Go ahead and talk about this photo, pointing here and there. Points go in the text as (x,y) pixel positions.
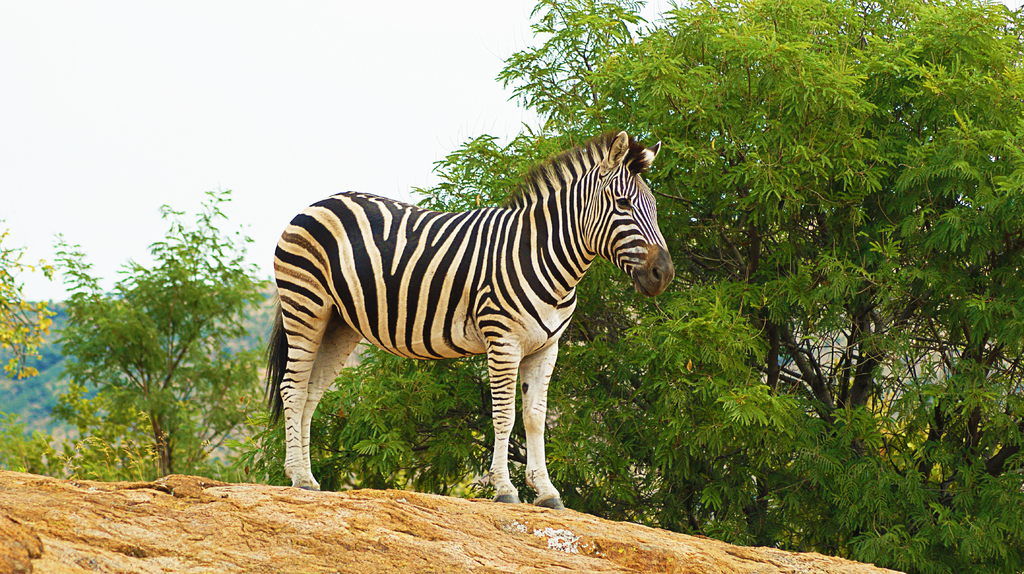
In this image I can see a zebra (348,282) which is in black and white color. Background (728,371) I can see trees (978,477) in green color and the sky (272,138) is in white color.
